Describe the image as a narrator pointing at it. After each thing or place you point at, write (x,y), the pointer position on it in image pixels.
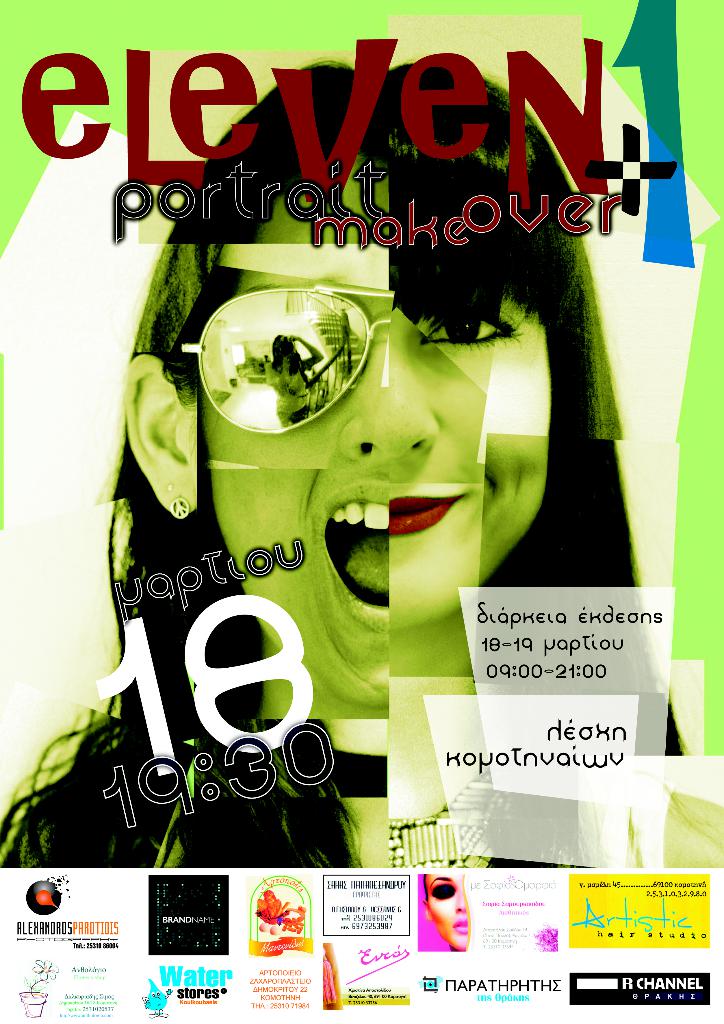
In this picture I can see a poster (187,346). I can see words (279,547), numbers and images (286,352) of persons (263,528) on the poster (348,383).
